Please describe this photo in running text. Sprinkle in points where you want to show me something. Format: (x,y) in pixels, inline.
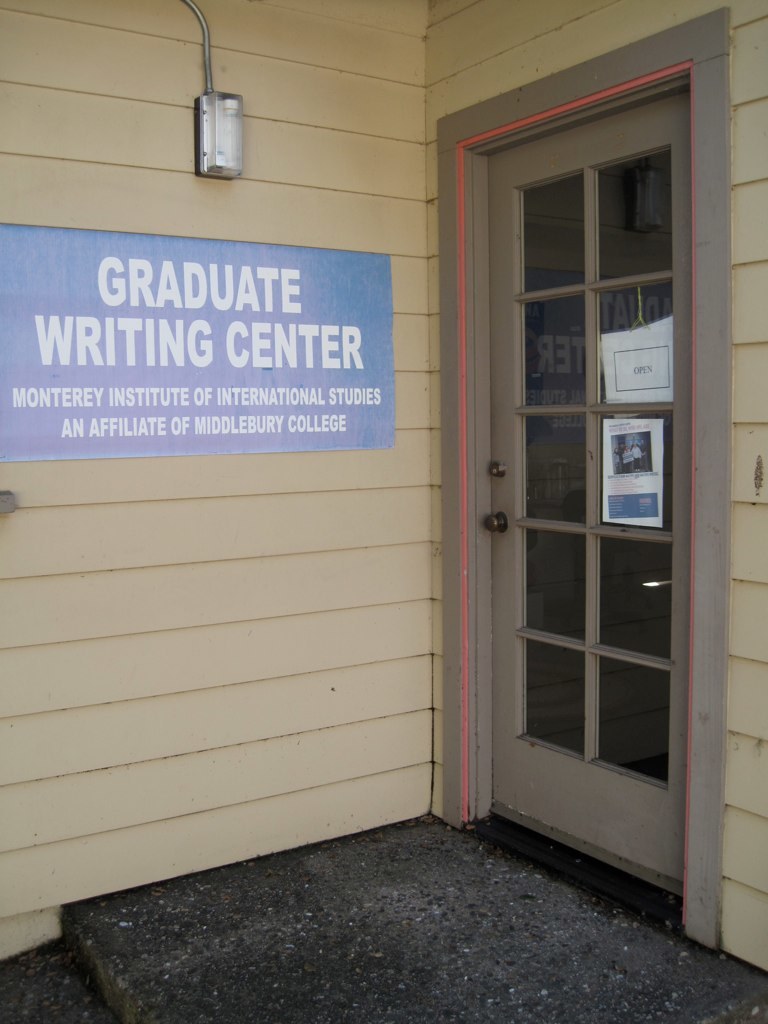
In the picture I can see a blue color board (196,352) which is fixed to the wall (217,670) on which we can see some text (217,335). Here we can see the light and glass door (602,449).
